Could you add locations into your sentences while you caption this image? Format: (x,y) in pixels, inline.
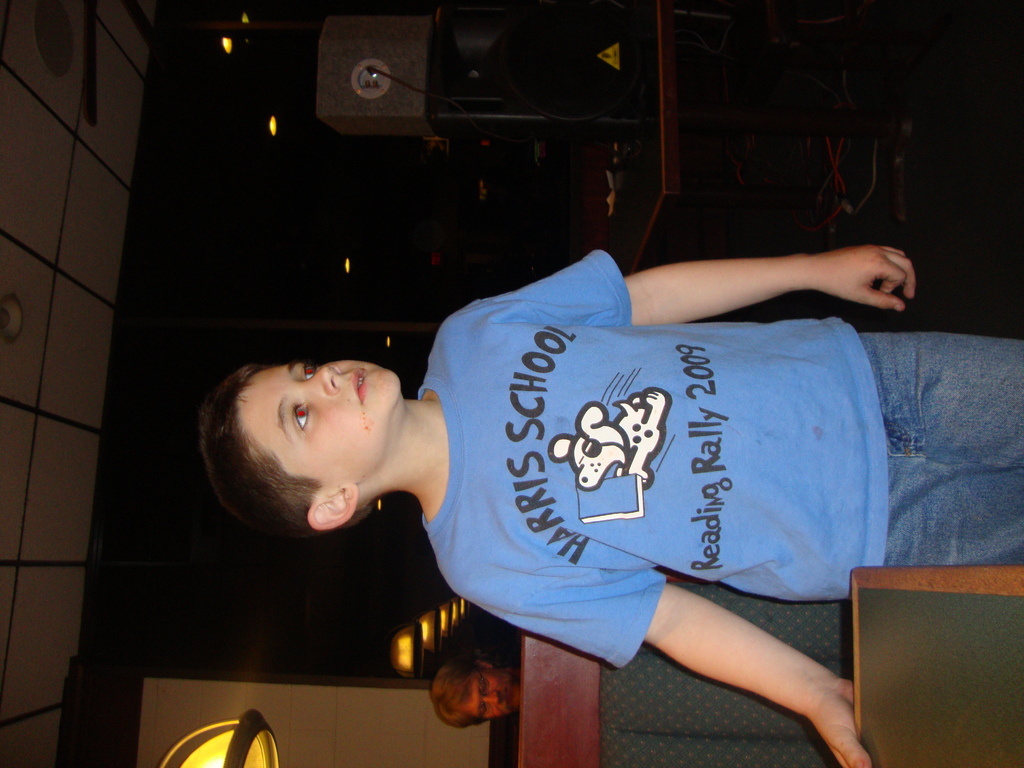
This is the boy (596,529) standing. He wore a T-shirt (812,509) and trouser (945,543). This looks like a table (934,701). I think this is a desk (526,702). I can see a person (497,708). I think this is a mirror (407,193). I can see the reflection (270,122) of the ceiling lights (410,631). At the top of the image (501,71), that looks like a machine (556,91), which is placed on the table (670,158).
